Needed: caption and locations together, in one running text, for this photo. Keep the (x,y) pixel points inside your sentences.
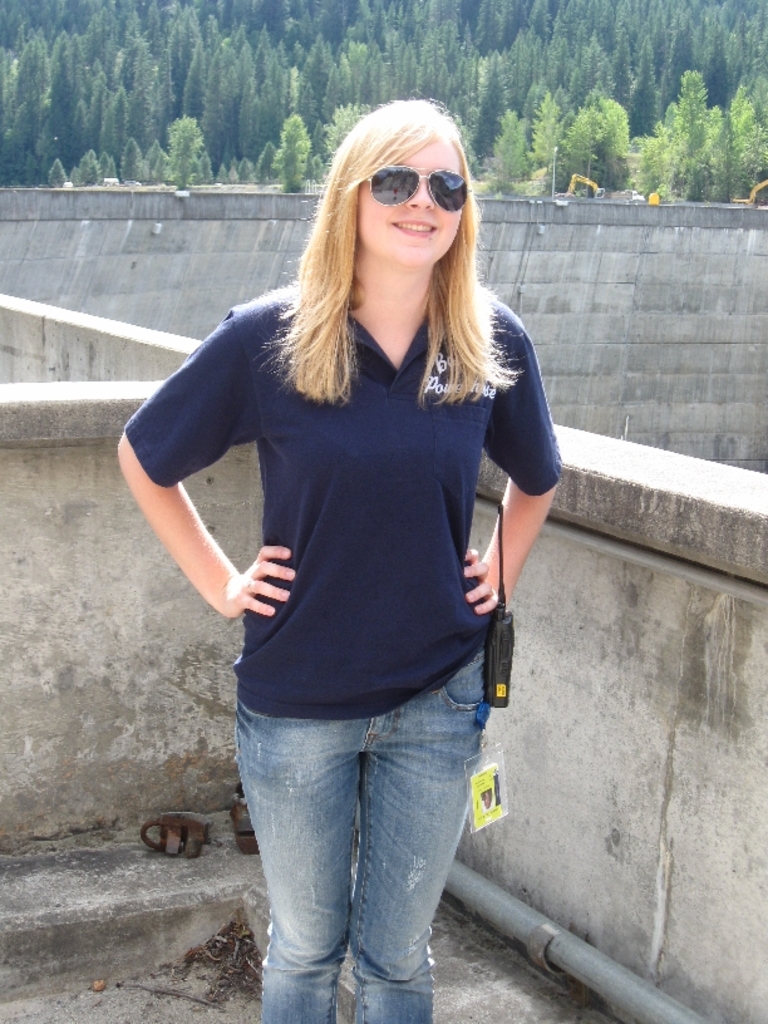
This picture is clicked outside. In the center (392,411) we can see a woman (355,432) wearing t-shirt (396,421), goggles (441,185), smiling and standing. In the background (475,881) we can see a pipe (475,881) and some other objects (246,818) and we can see the guard rail (42,430) and we can see the trees (278,24), wall (639,259) and some other objects (577,194).
